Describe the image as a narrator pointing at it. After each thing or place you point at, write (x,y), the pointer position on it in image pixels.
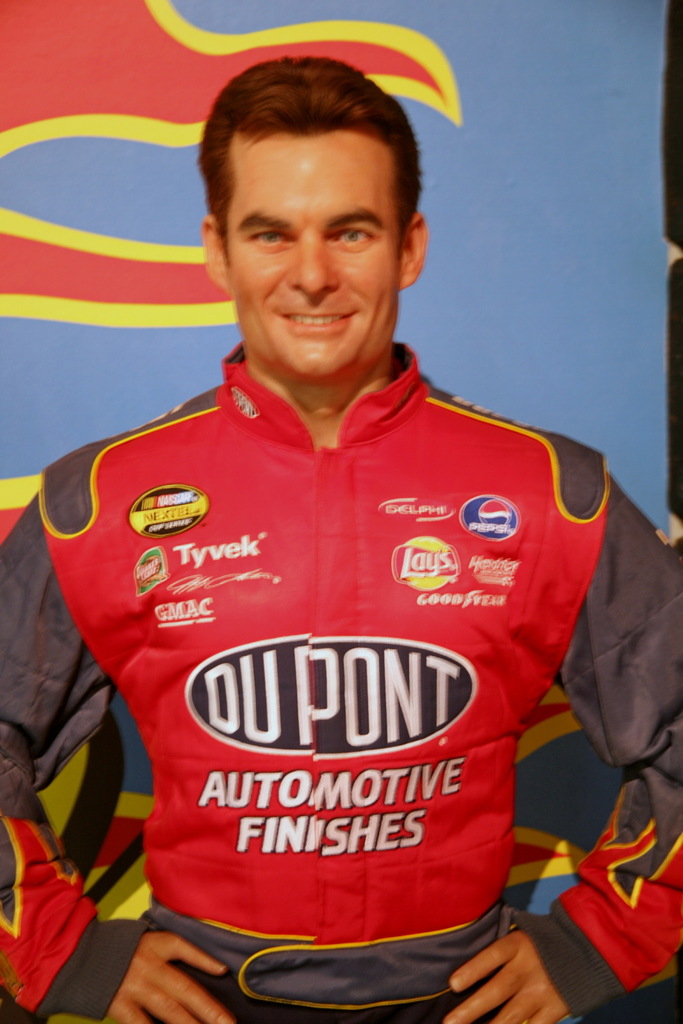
In this image we can see a man (337,501) is smiling and he is wearing red color jacket (342,667). Behind blue color and red color banner (473,104) is present.
